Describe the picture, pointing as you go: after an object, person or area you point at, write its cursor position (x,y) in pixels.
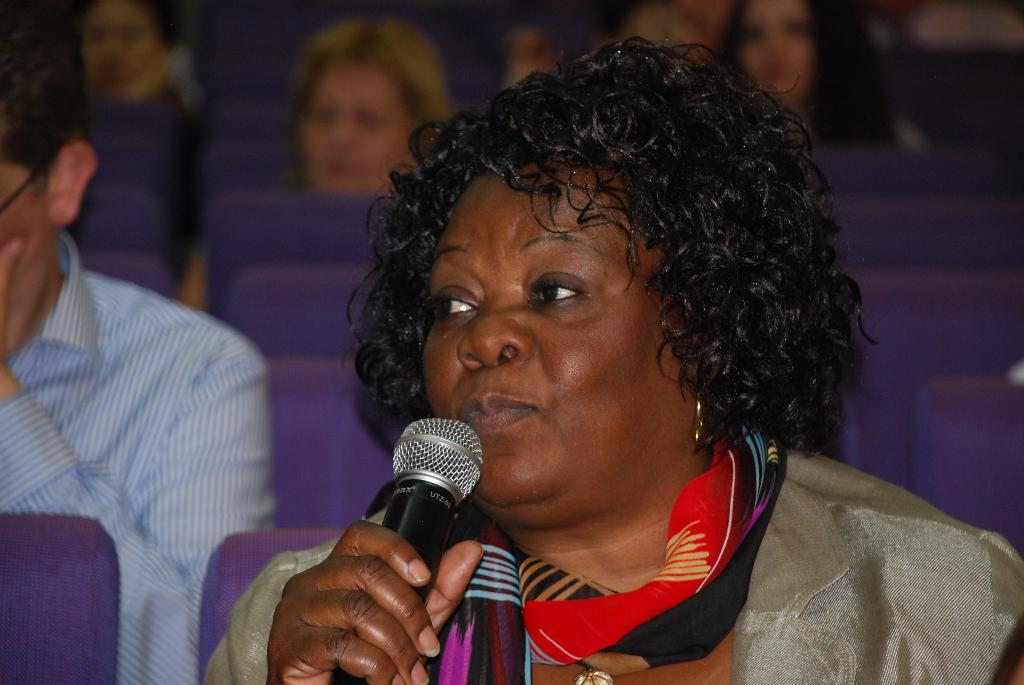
In this image, we can see a woman (554,514) is holding a microphone (433,520). She wear a cream color dress (827,631) and colorful scarf (656,604) on her neck (559,530). And the left side of the image (70,412), we can see human (45,373) is wearing a shirt (131,419). They all are sat on the chair (306,470). Chairs (301,462) are in blue color. The background (304,316), we can see few peoples (127,66) are sat on the chair (231,213).
